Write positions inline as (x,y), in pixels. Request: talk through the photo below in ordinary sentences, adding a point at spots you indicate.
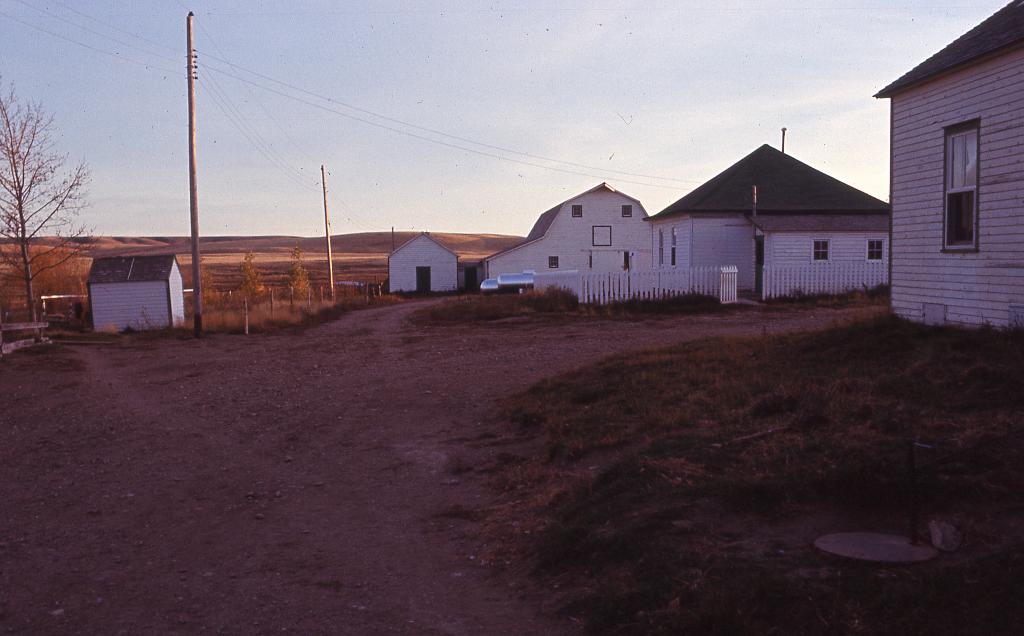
In this picture I can see buildings (970,79), poles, cables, fence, trees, and in the background (628,87) there is the sky (696,133).
